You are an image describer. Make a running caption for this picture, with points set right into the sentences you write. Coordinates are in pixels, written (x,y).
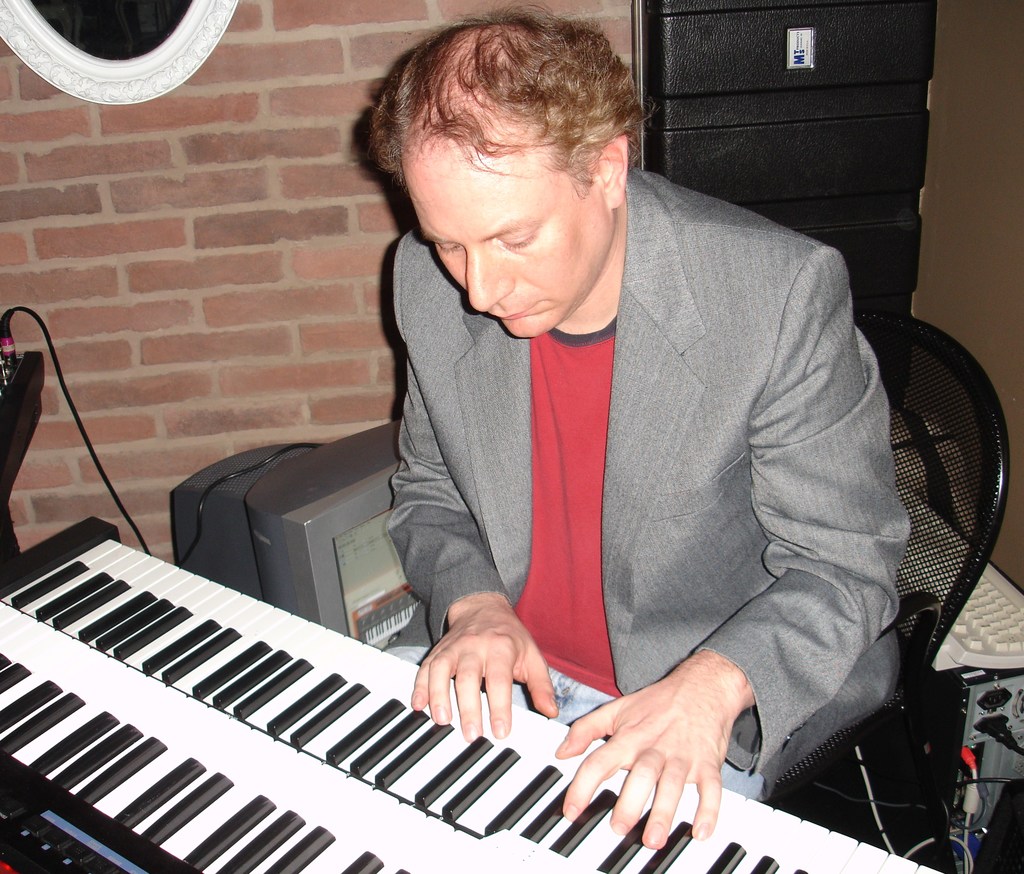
In this image a man (528,447) sitting on a chair (944,575) and playing some musical instrument (489,775), beside a man (457,537) there is a desk top (392,561) at the background (360,323) there is a wall (291,221).
